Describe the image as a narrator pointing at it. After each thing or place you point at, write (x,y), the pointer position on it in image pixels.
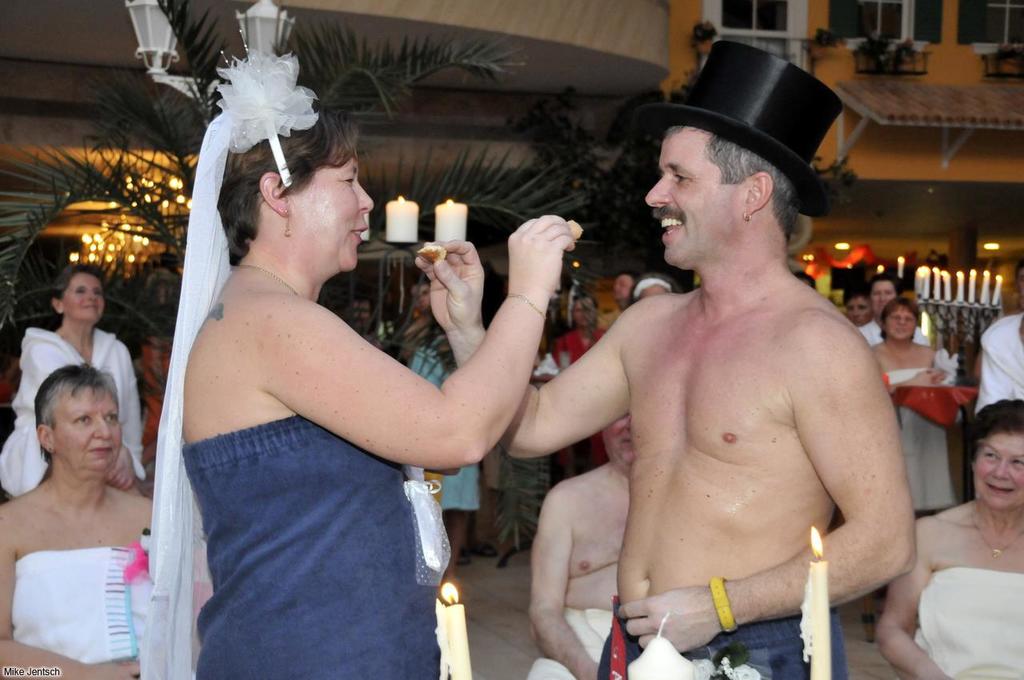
Here I can see a woman (266,647) and a man (727,375) holding some food items (435,252) in their hands (539,235) and smiling by looking at each other. In the background (103,457), I can see few people (991,472) are sitting and few people (874,335) are standing. At the bottom (457,631) there are three candles (816,636). In the background (577,90) there is a building (605,5), few trees (549,162) and lights (105,240). On the right side (960,280) there are few candles (974,285) on a table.
